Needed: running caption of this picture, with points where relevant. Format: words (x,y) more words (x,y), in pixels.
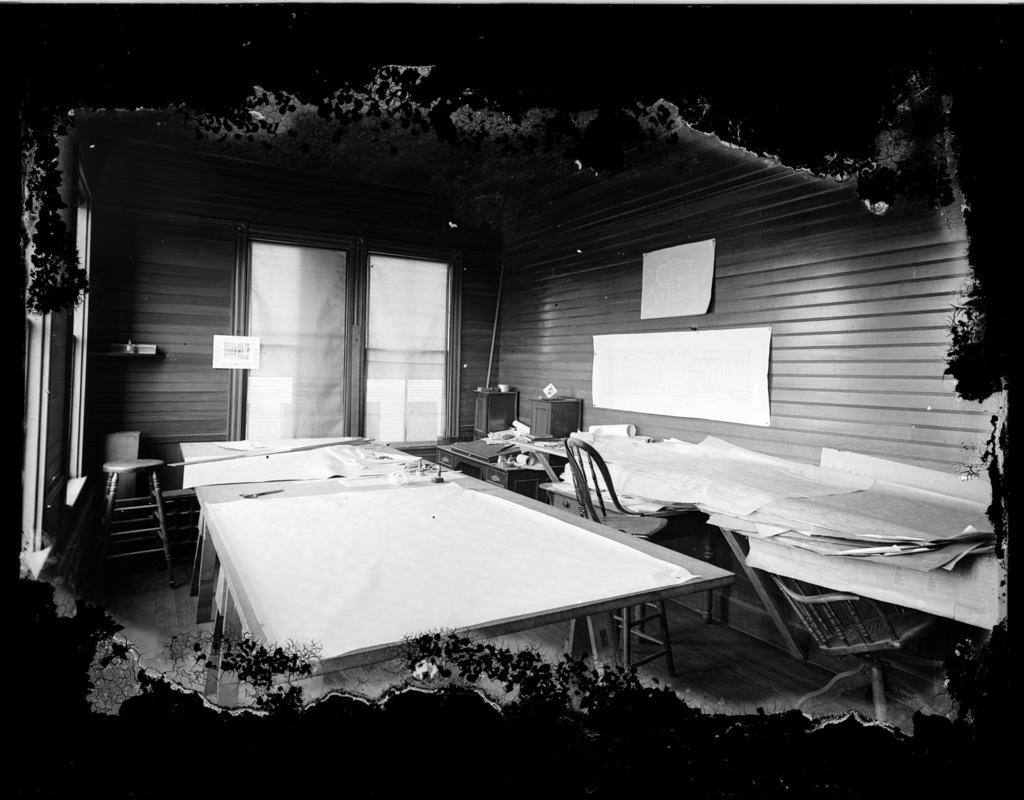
This picture describes about inside view of a room (487,513), in the room (487,513) we can see few chairs (862,628) and papers (826,546) on the tables (554,484), in the background (658,284) we can see posters (689,347) on the wall (818,321).
